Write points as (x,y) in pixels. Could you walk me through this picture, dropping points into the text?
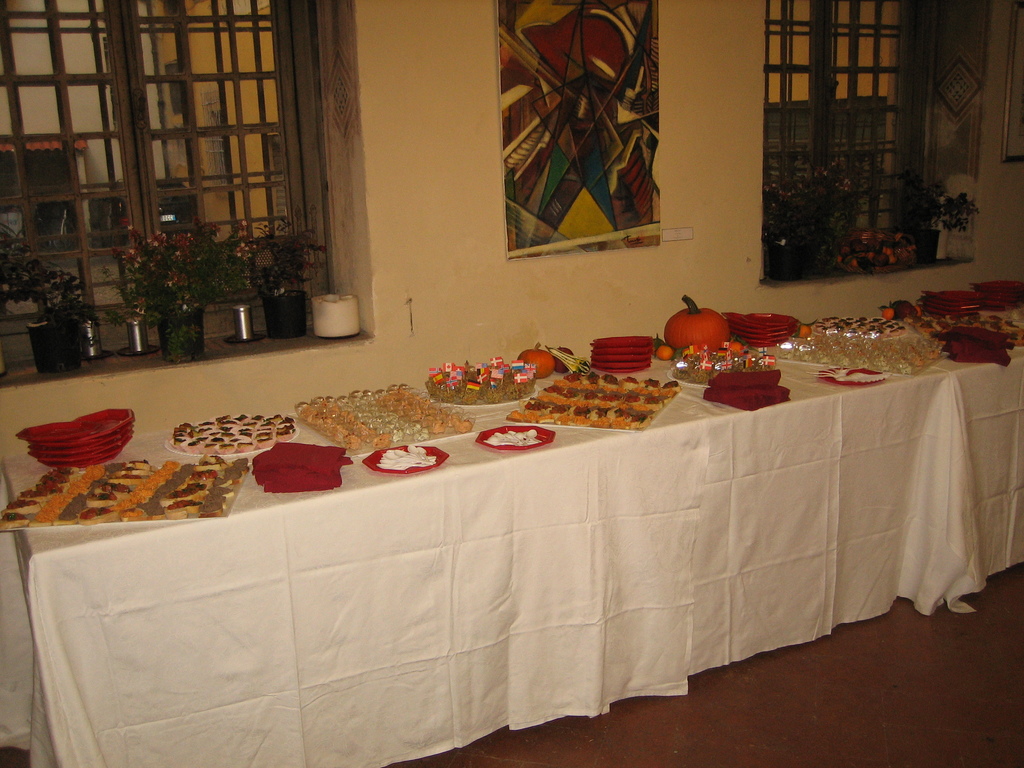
In the foreground of the picture (696,504) we can see a table (224,542) covered with cloth (583,474), on the table (399,499) we can see various food items (168,518). In the middle of the picture (355,325) we can see house plants (241,251), flowers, tissue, frame (560,186), wall (753,116) and windows (216,117), outside the windows (192,123) it is looking like a building (167,95). At the bottom (819,709) it is floor (811,719).
